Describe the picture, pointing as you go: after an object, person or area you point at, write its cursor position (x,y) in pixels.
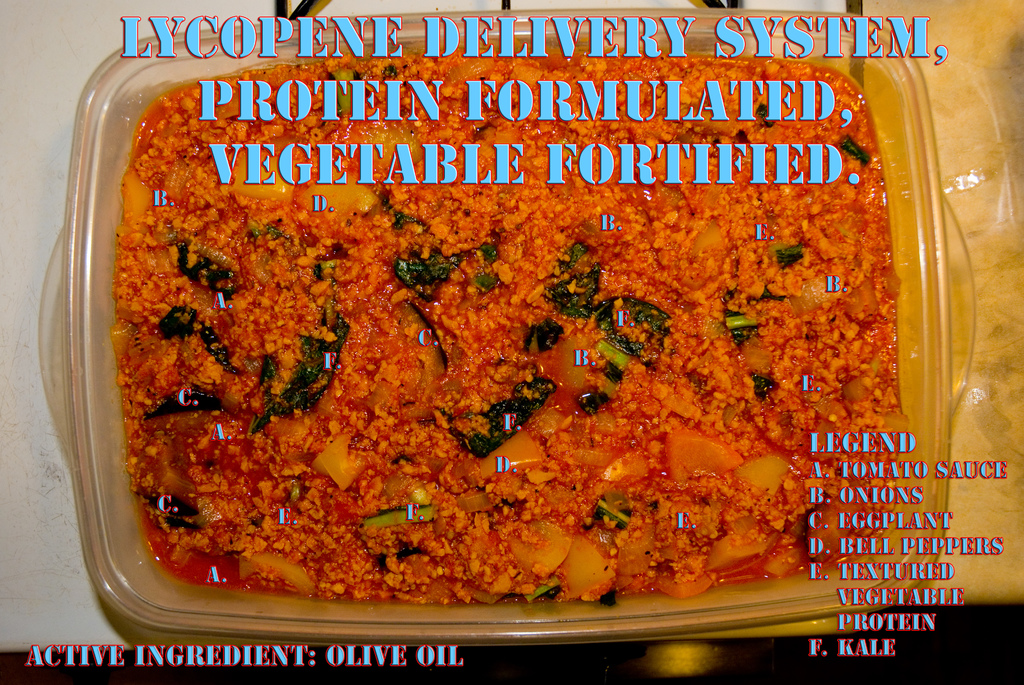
In this image we can see a plastic box (168,89) containing food (607,317) placed on the table (950,137) and there is text (263,87).
